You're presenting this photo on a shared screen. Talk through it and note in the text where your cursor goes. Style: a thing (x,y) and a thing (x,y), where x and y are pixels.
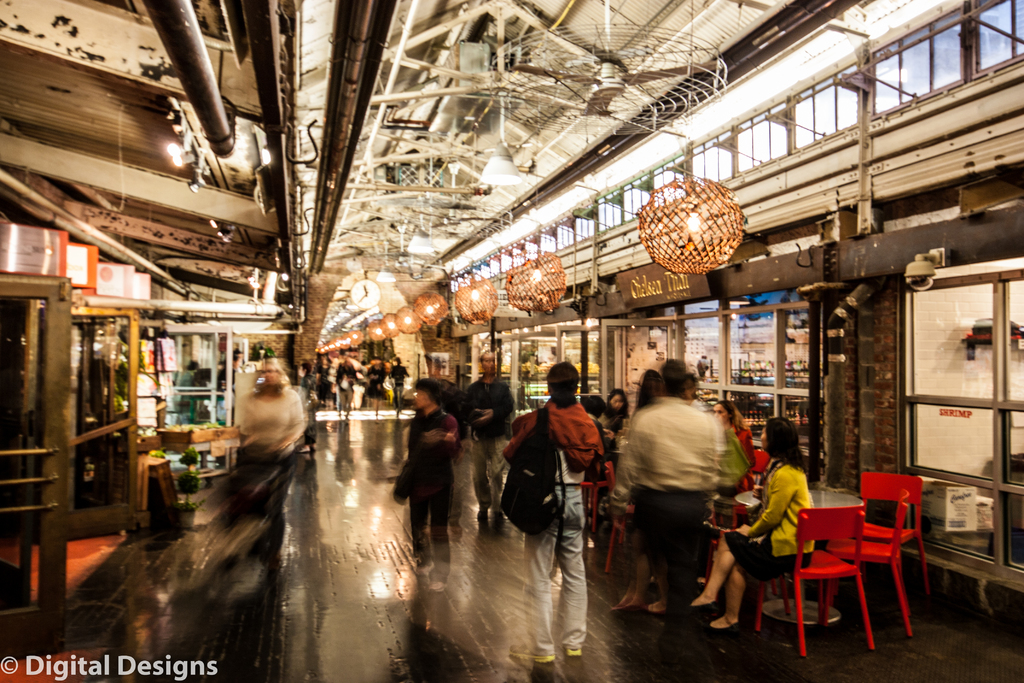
In this picture we can see group of people (676,447) some are sitting on chair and some are standing and in the background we can see some metal doors (96,394) and glass doors (117,382), poles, lights (724,220) in decorative lamp (663,225) and above we have a roof (653,52) with fans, rods (287,153), pipes (320,179).
